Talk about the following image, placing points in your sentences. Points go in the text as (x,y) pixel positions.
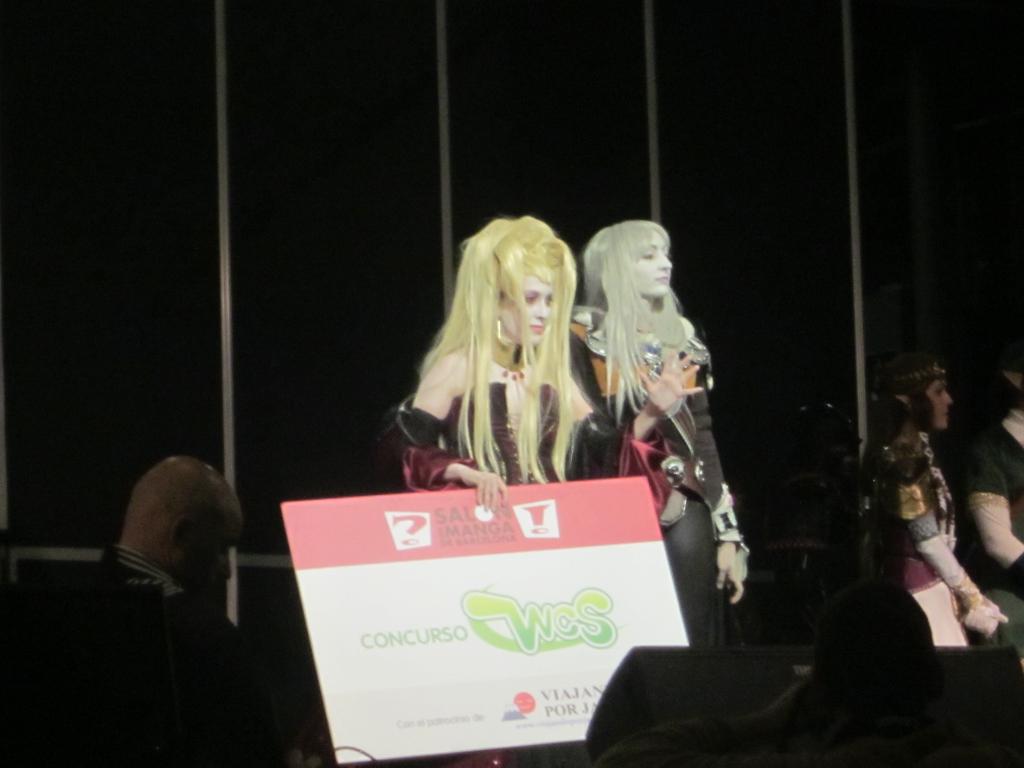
In this picture I can observe two women (517,380) standing on the stage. One of them is holding a board (440,609) in her hand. There are some people (913,435) on the right side (902,509). In the background (239,546) I can observe black color wall (369,196).
